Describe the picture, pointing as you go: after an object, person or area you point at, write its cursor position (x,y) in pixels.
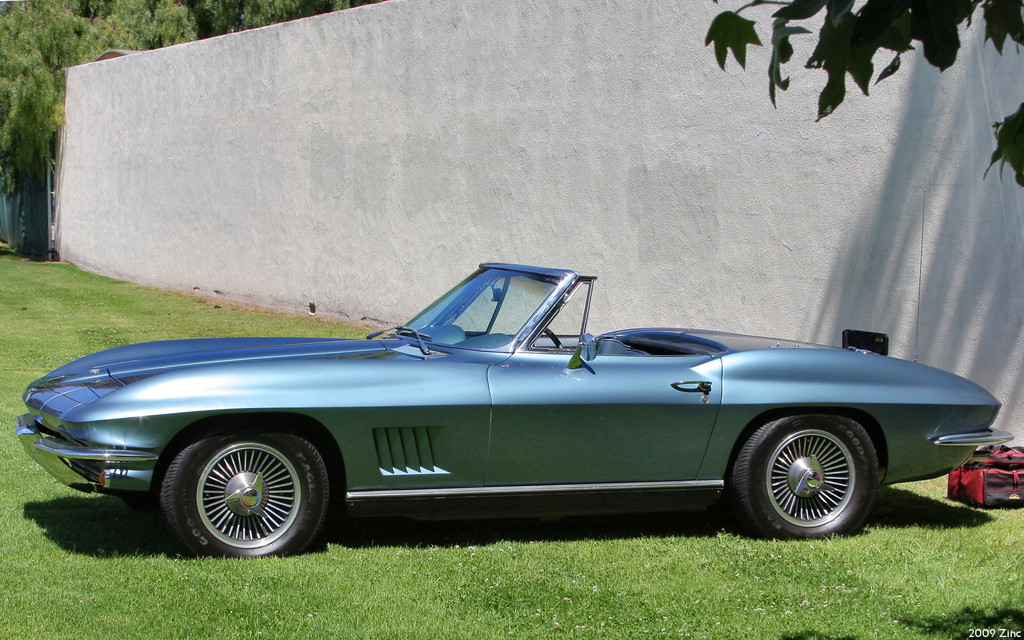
As we can see in the image there is a white color wall (282,174), grass (19,391), blue color car (199,450), bag (997,470) and in the background (45,68) there are trees (65,3).
